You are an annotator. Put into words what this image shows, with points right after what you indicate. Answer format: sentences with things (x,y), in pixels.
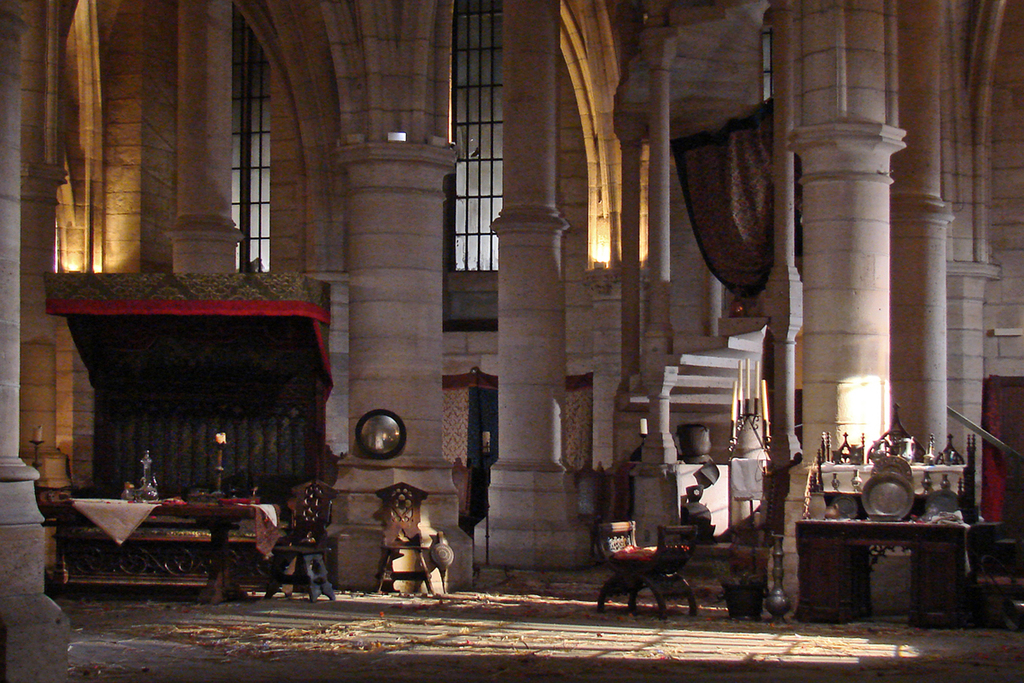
In this picture there is a dining table (134,516) on the left side of the image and there are chairs (305,569) around it and there is a rack (970,485) on the right side of the image (840,487), which contains utensils (900,502), there are glass windows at the top side of the image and there are pillars (668,314) in the center of the image (404,256).
